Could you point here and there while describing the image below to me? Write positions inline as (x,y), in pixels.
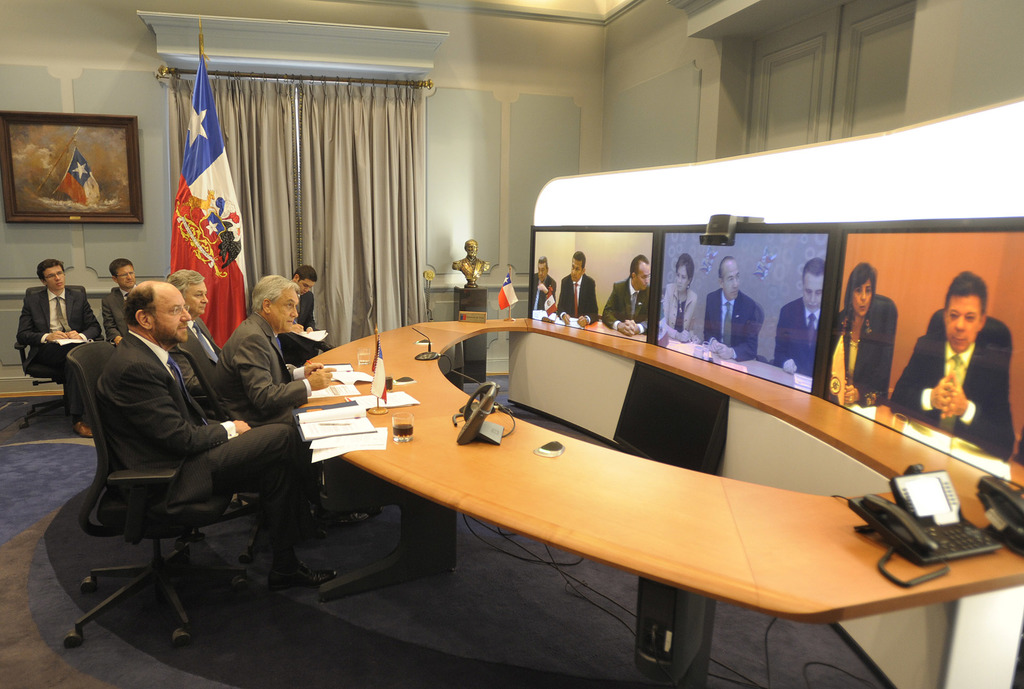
There are six men (190,328) sitting on a black chair (119,473). In front of them there is a table (436,476) and papers (344,410) and also a three screens (774,317). In the background (339,179) we can see curtains (281,171). And to the left corner (110,168) we can see a photo frame (139,198). There is flag (208,177) with blue, white and red colors. And to the top right corner (826,84) we can see a door (815,92).
